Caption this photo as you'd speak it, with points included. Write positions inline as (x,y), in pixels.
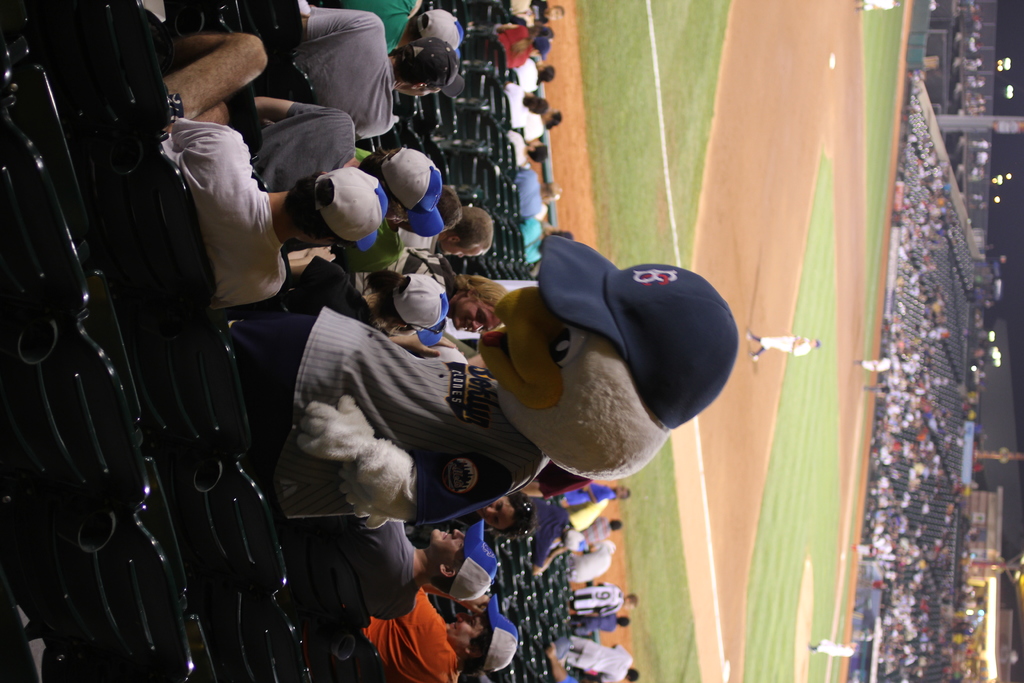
There are groups of people (355,207) sitting and few people (831,654) standing. This looks like a ground (750,398). These are the empty chairs (264,545). I think this picture was taken in the stadium (871,476). Here is a person (485,362) with a fancy dress (565,426).
